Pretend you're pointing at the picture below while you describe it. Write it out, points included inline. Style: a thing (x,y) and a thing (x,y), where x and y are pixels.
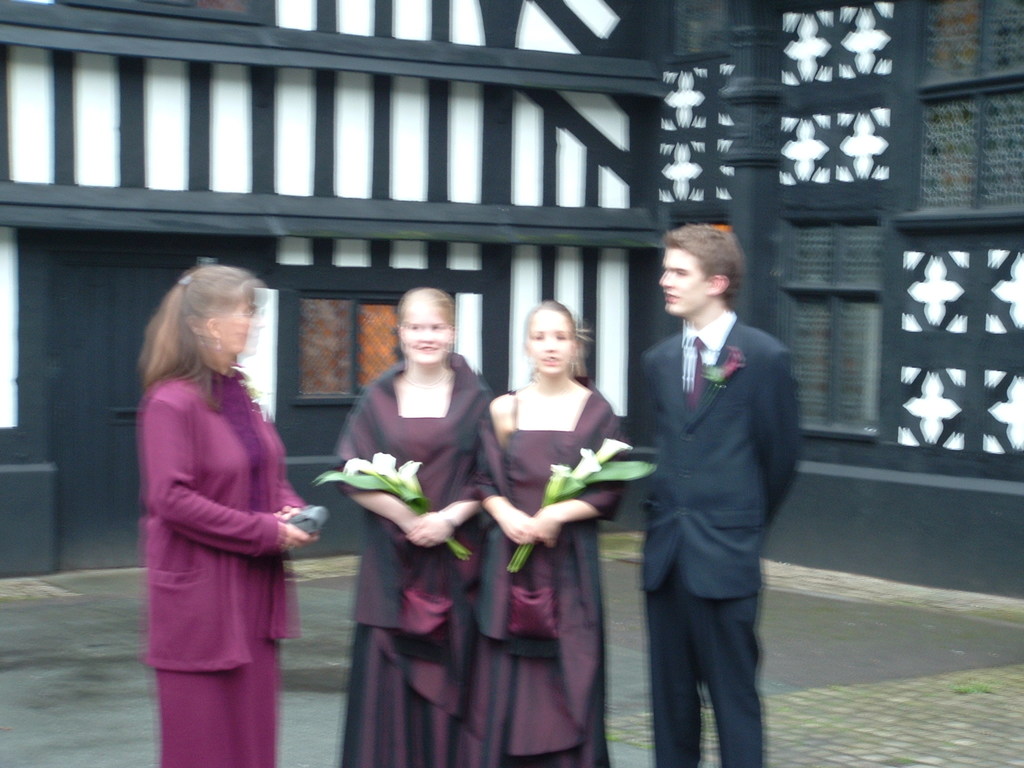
In this image I can see four persons (540,434) are standing in the front (359,516) and I can see two of them are holding flowers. I can also see the wall (531,137) in the background (504,112) and I can see this image is little bit blurry.
